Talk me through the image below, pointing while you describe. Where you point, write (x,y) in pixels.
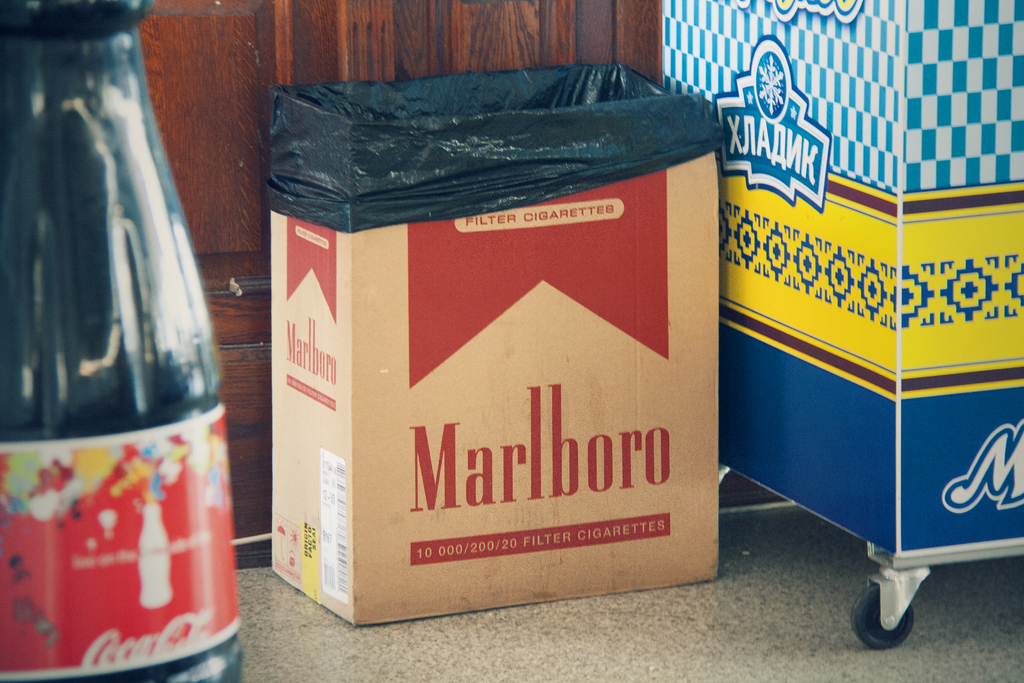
In the image we can see there is a cardboard box (441,460) kept on the floor (439,637) and there is a juice bottle (184,583) kept on the floor (961,581). There is a trolley vehicle (877,341) on the floor (719,626) and it's written ¨Marlboro¨ on the cardboard box (495,271).
